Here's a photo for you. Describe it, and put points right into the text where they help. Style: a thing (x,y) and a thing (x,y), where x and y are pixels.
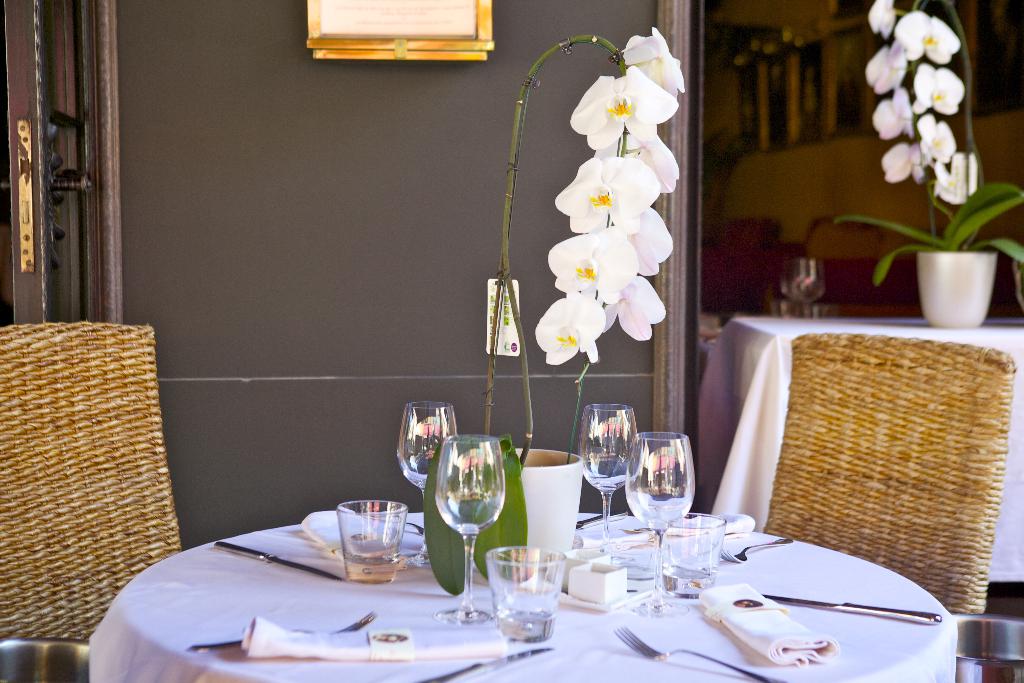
This picture is consists of a decorated dining table (220,665) and there is a flower pot (623,96) in the middle of the table (272,670) and there are chairs (158,514) around the table (433,603) and there is a door (62,41) at the left side of the image (36,69).
